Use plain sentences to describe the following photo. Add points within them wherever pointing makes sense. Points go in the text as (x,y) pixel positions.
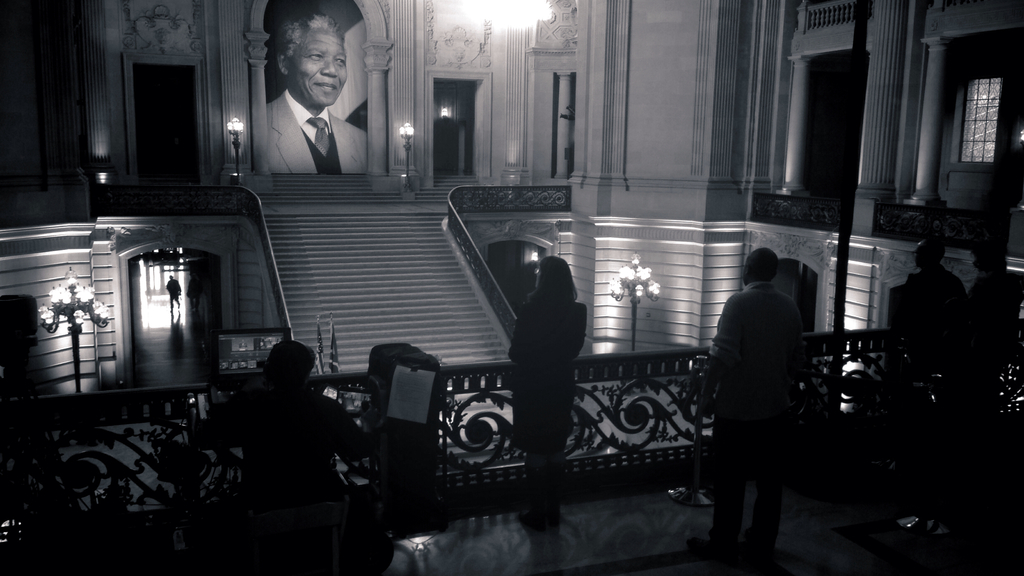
In this image I can see the black and white picture in which I can see few persons (789,337) standing, a person (254,481) sitting, the railing (813,381), few lights (100,303), few poles (70,329), few stairs (364,264), few pillars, the wall (585,283) and in the background (211,309) I can see few doors (152,123), few windows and a huge photograph (306,105) of a person (301,70) wearing shirt (315,111), tie (311,121) and blazer (360,145).
